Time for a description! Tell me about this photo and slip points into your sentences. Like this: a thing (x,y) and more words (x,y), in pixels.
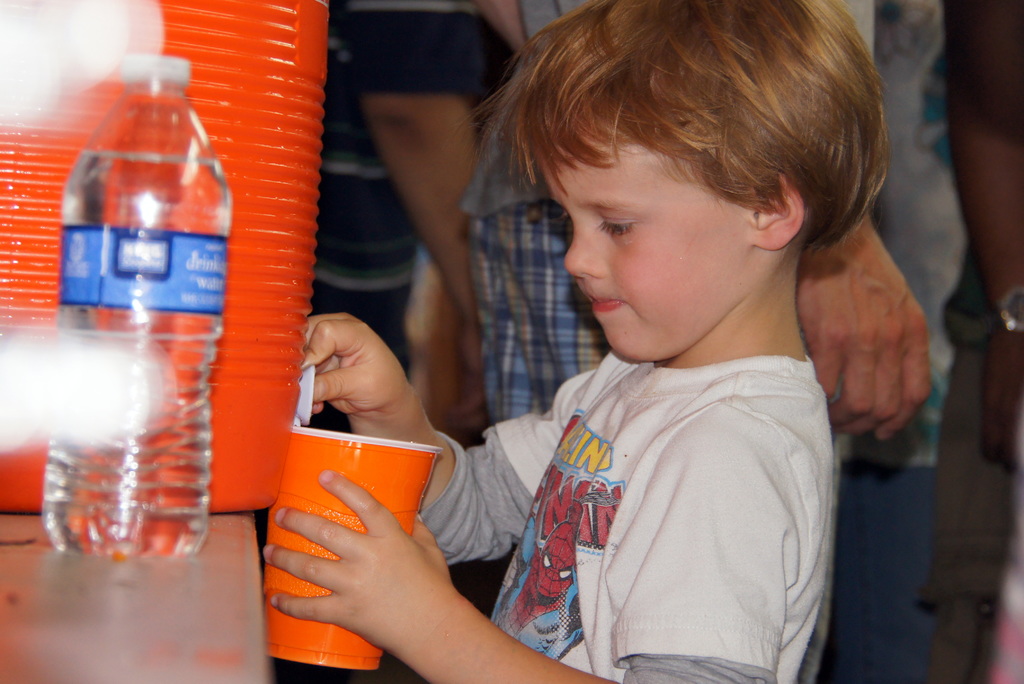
In this picture there are few people (840,581) standing. A boy (607,475) at the center (605,427) is filling a glass (384,470). In front of him there is a table (147,634) and on it there is a water bottle (177,339) and a water can (274,268). Behind him there are few people (473,166) standing.
